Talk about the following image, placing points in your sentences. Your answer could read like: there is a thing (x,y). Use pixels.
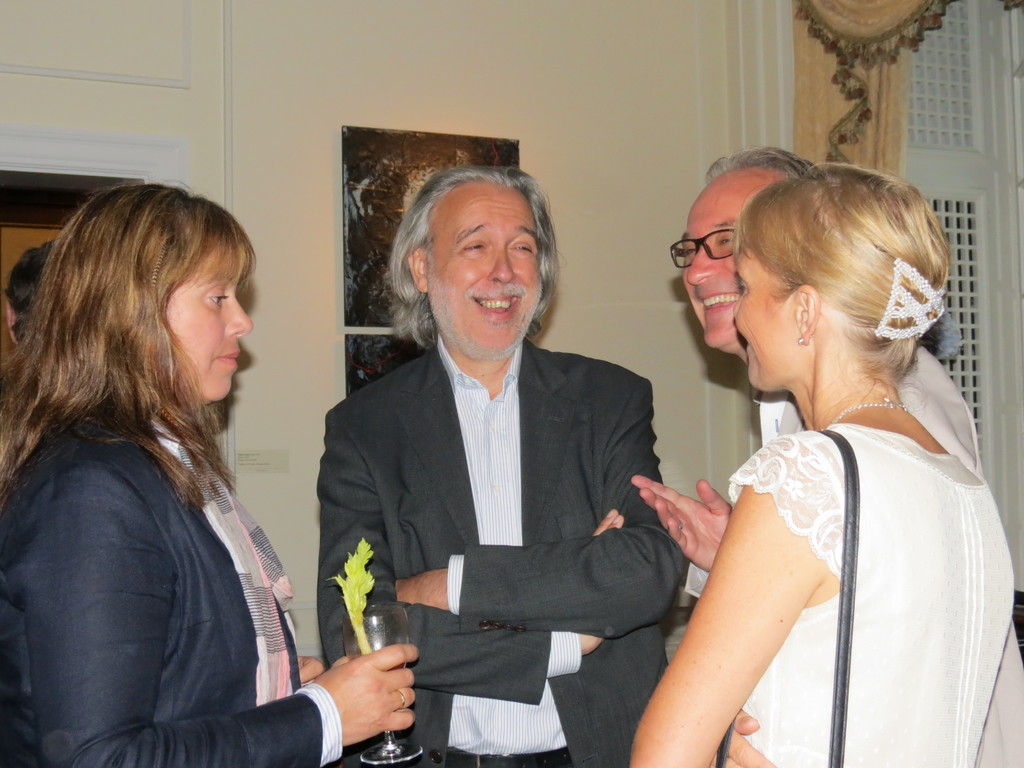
In the center of the image (418,410) we can see persons (508,449) standing on the floor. In the background (184,161) we can see photo frames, door (184,161), curtain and windows (991,200).
